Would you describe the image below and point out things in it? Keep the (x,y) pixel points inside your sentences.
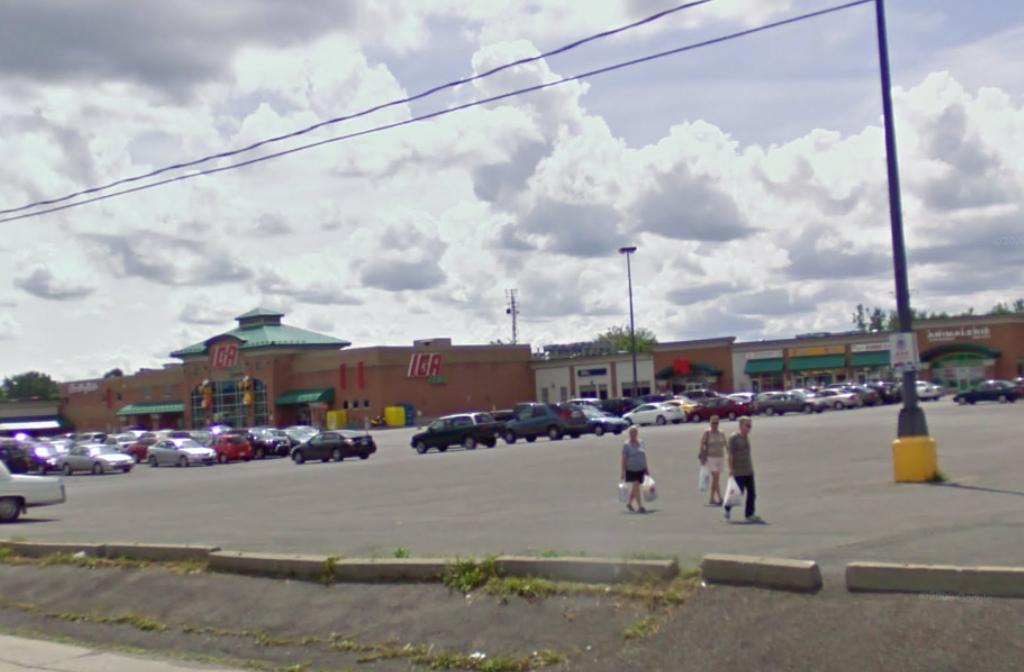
In this image, there are some people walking and they are holding some carry bags (701,467), at the right side (897,469) there is a pole (891,197), there are some cars (152,435) parked, there are some shops (827,371), at the top (501,183) there is a sky (520,167) which is cloudy.
